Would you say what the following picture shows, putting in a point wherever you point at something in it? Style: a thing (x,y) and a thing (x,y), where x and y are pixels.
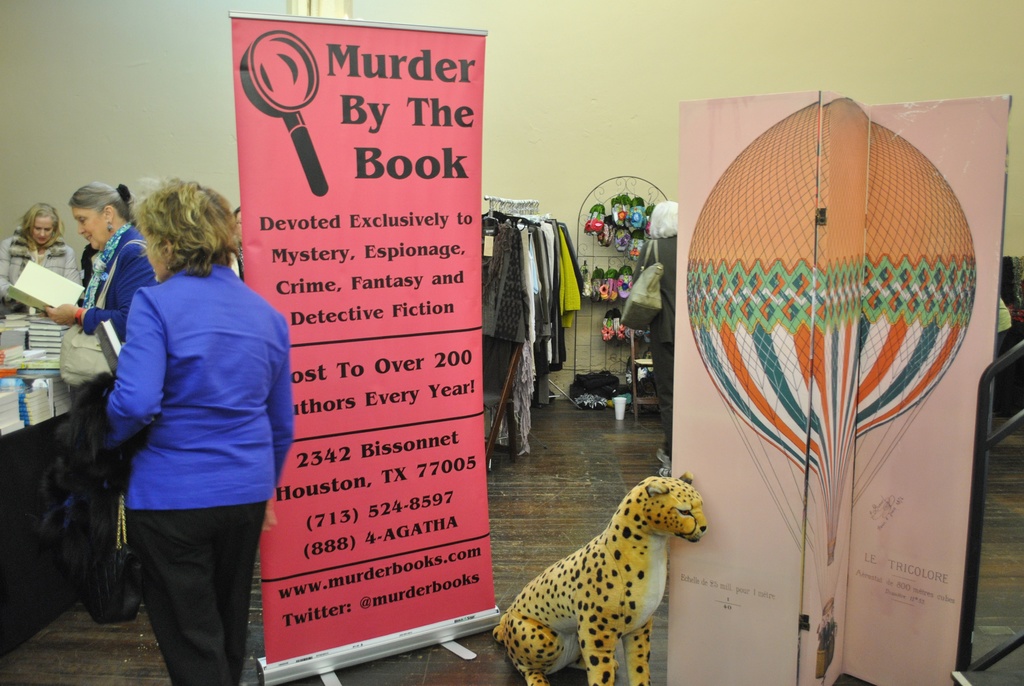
There are women (197,469) and we can see banners (359,396) and toy animal (566,624) on the floor (620,438). We can see books (24,389) on the table (26,440). In the background (492,250) we can see clothes (526,271), objects (618,205) on stand (640,226), wall (602,188) and glass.
